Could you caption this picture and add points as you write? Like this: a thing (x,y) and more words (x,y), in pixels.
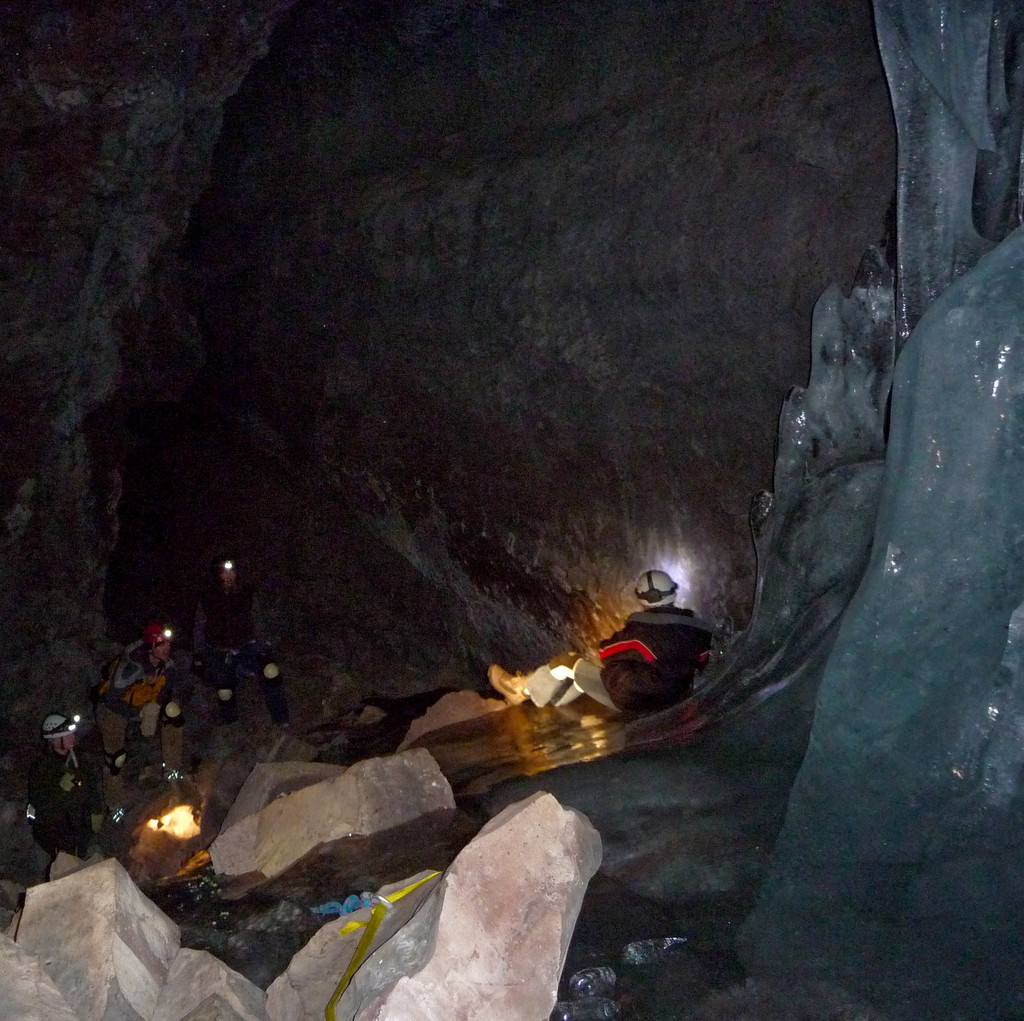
In this image, we can see a cave (582,410). There are a few people (147,631) and rocks (251,840).
